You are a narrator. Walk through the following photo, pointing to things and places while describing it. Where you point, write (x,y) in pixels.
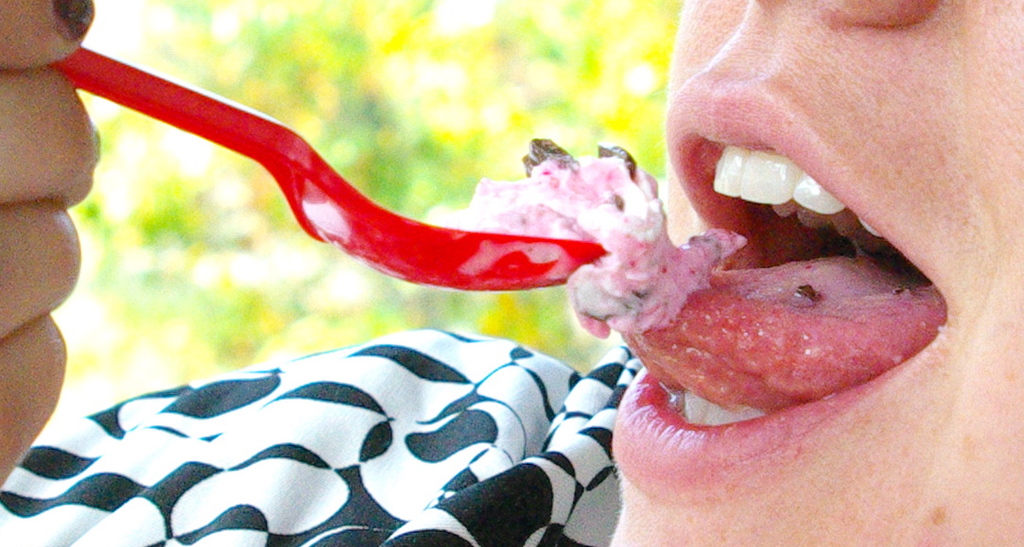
In this image we can see one person (672,487) is eating ice cream (610,321) with red color spoon (409,276). In the background (469,129) the image is in a blur.
